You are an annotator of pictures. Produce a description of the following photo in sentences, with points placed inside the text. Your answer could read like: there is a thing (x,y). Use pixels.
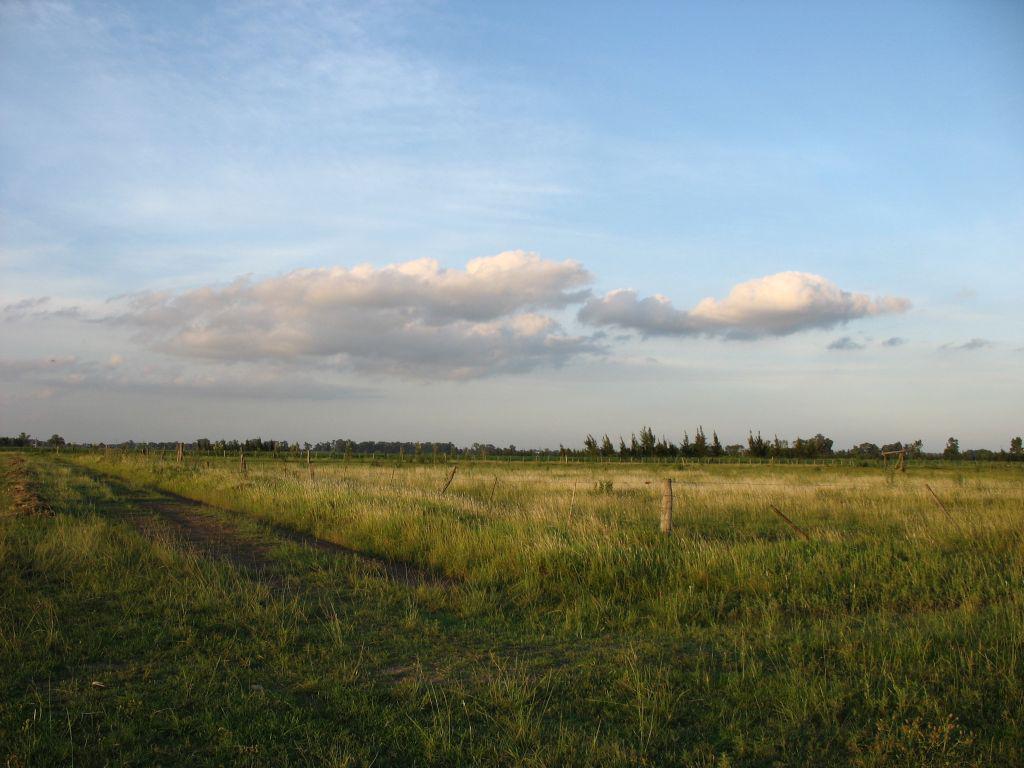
In this picture I can see the grass (472,609) at the bottom (217,650), in the background (820,450) there are trees (493,446), at the top (444,173) I can see the sky (670,333).
